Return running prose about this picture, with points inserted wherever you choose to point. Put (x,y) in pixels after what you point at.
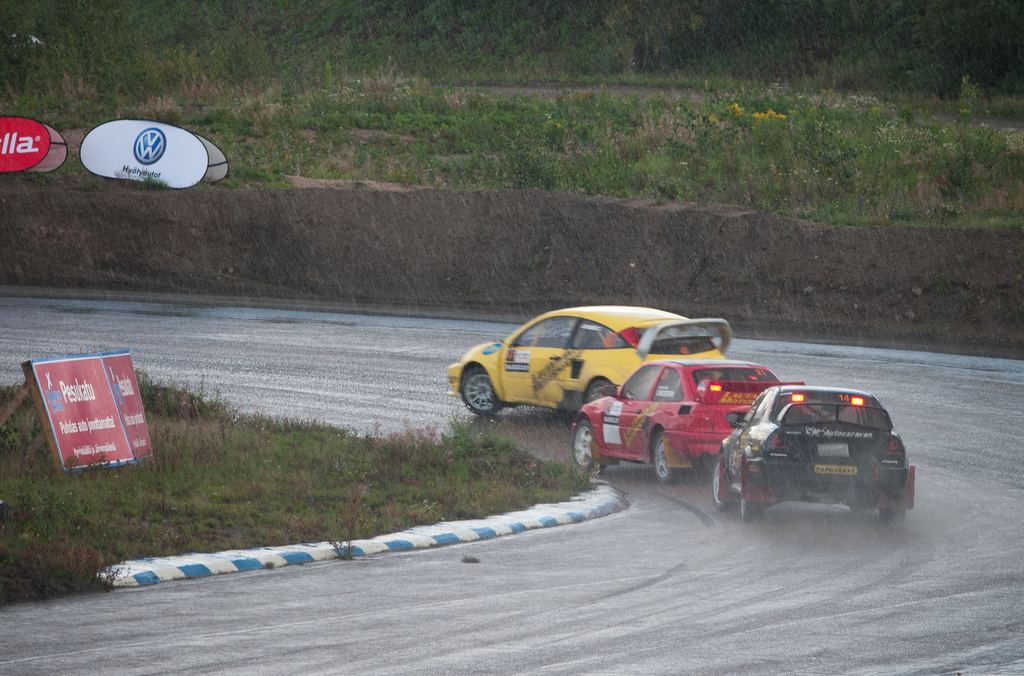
In this image on the right side (784,451) there are three cars (695,440), and at the bottom (172,628) there is a road (801,604) and some boards (132,441). And in the background (89,148) there are some objects (55,152) and plants (987,100) and mud (610,258).
